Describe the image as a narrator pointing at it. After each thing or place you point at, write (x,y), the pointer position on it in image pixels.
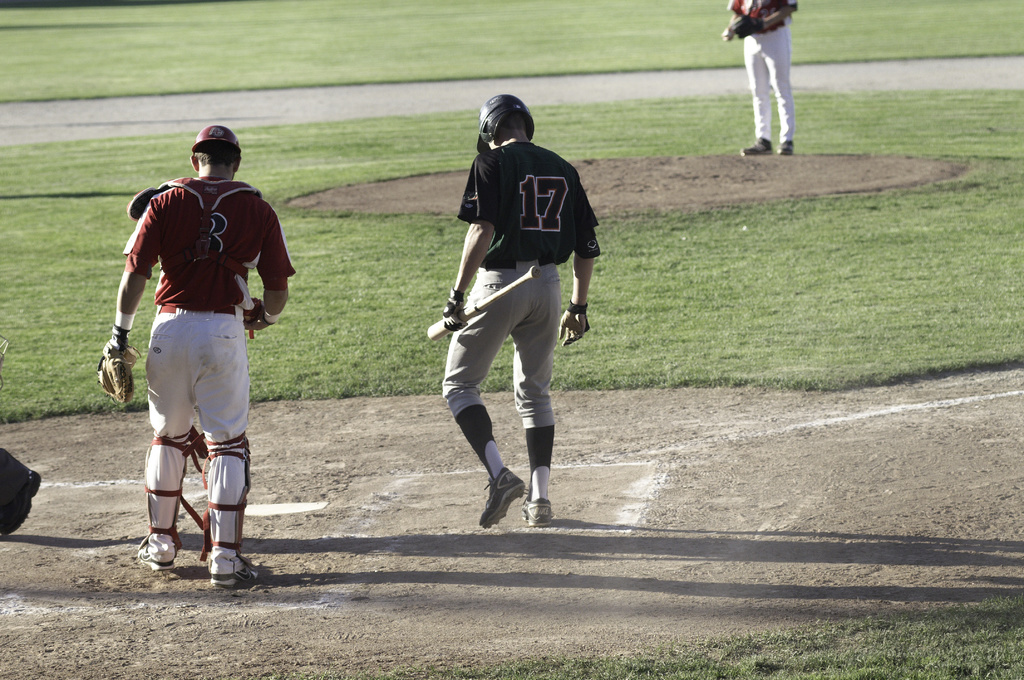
In this image we can see two players (161,413) are standing on the ground (593,556). Background of the image (765,291), grassy lands (565,126) are there and one more man (780,94) is there.
